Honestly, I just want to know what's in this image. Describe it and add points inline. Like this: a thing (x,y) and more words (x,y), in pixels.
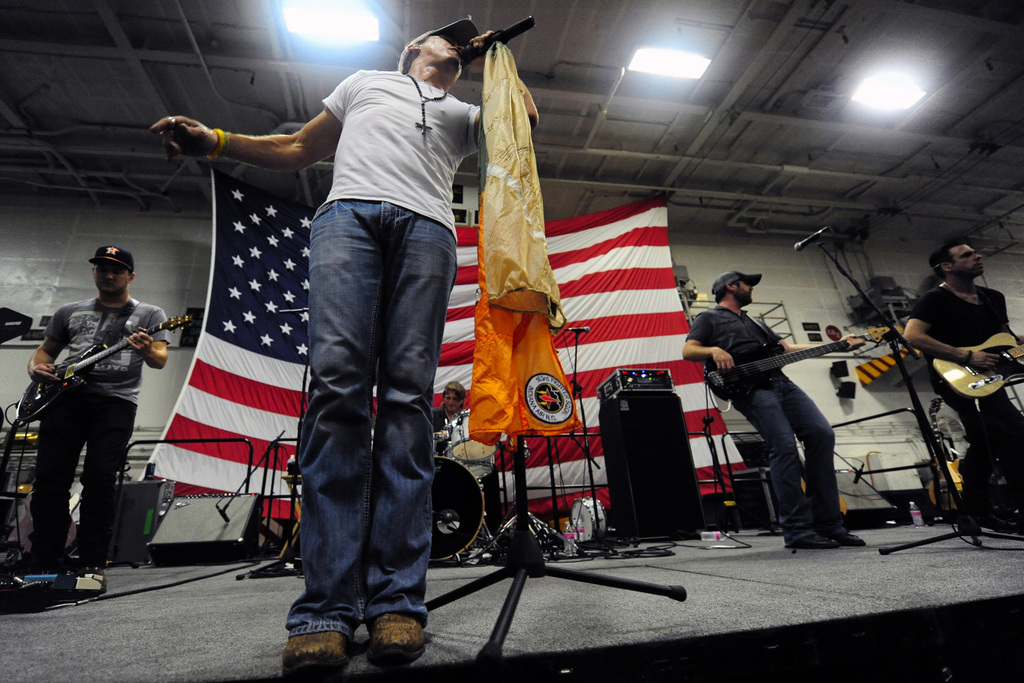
In this image we can see this person (368,272) standing and holding a mic (470,48) through which he is singing. In the background (958,341) we can see this persons (943,337) are holding a guitar (38,407) in their hands (131,343) and playing it. This person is playing drums (455,533). This is the flag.
